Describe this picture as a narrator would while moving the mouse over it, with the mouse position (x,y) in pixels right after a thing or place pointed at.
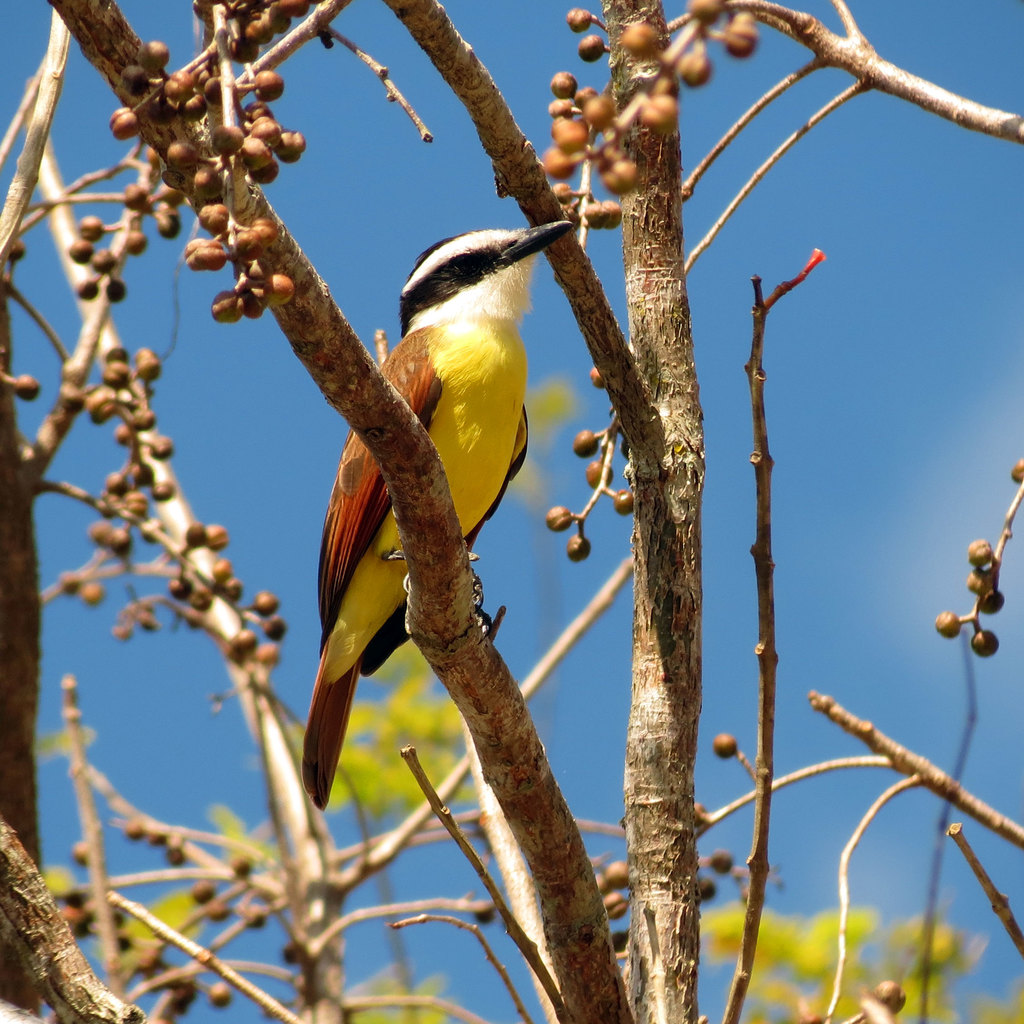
In this picture I can see a bird (509,472) on the tree stem (502,749) to which there are some raw fruits (251,291).
